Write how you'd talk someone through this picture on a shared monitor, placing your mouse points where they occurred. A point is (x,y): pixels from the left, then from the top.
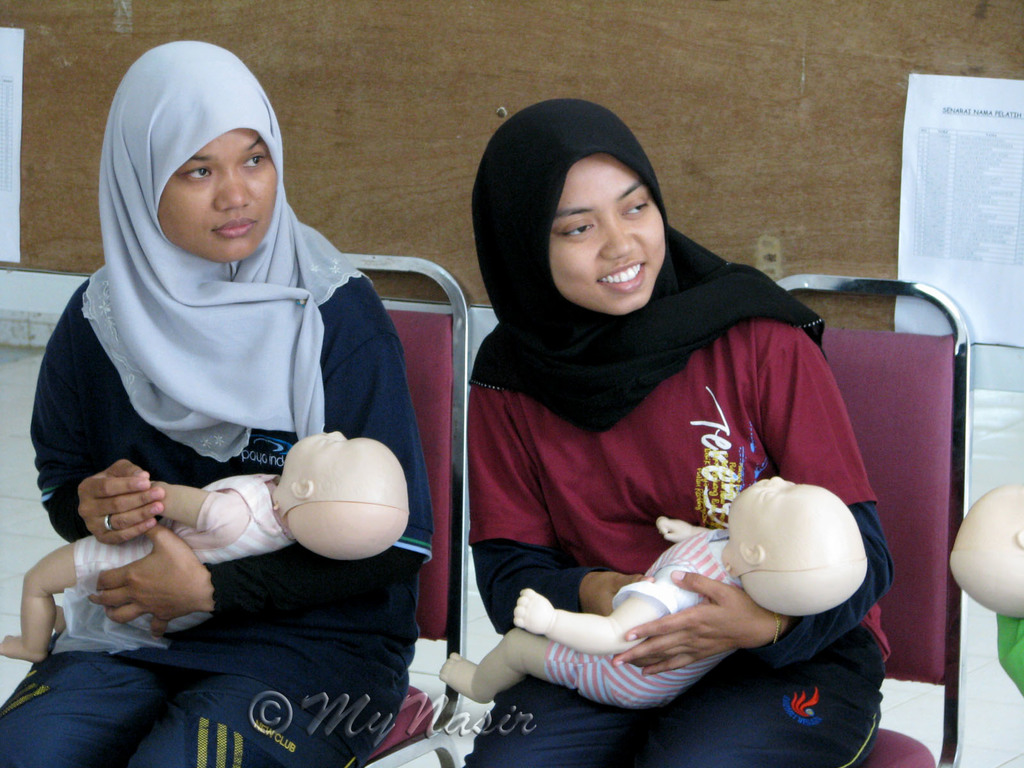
In this image we can see two ladies (368,329) sitting on chairs (900,658). They are holding toys (307,523). In the back (546,74) there is a wall (377,110) with papers (1006,146). On the papers (916,146) there is text (959,156).
